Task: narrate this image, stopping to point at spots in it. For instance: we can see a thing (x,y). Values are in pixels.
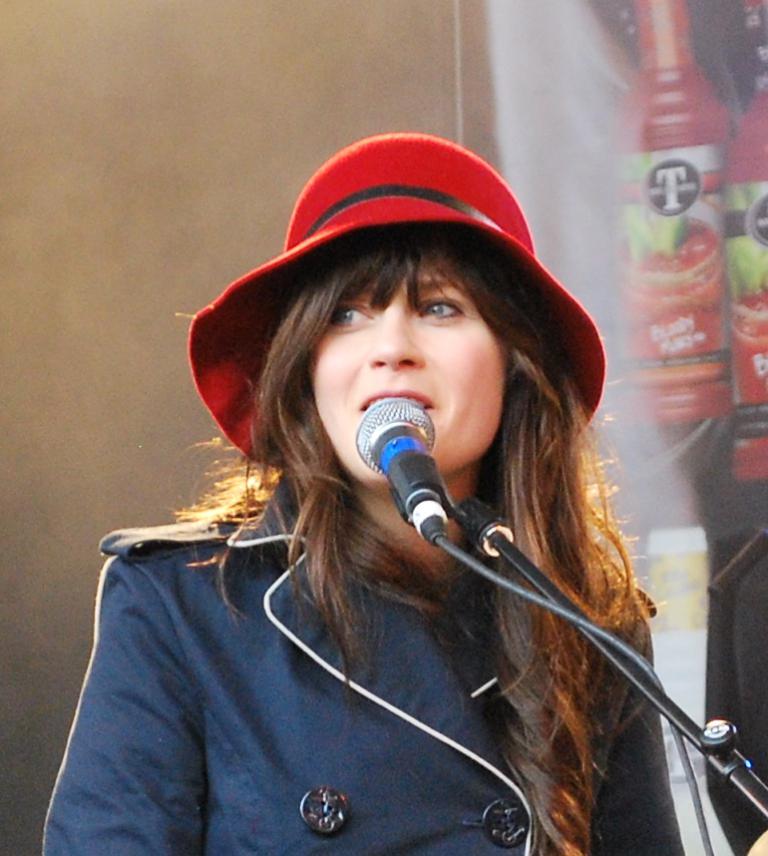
In this image there is a girl (435,752) in the middle (379,508). In front of her there is a mic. In the background (631,154) there is a banner (626,268). The girl (401,230) is wearing the red colour hat (306,219).
